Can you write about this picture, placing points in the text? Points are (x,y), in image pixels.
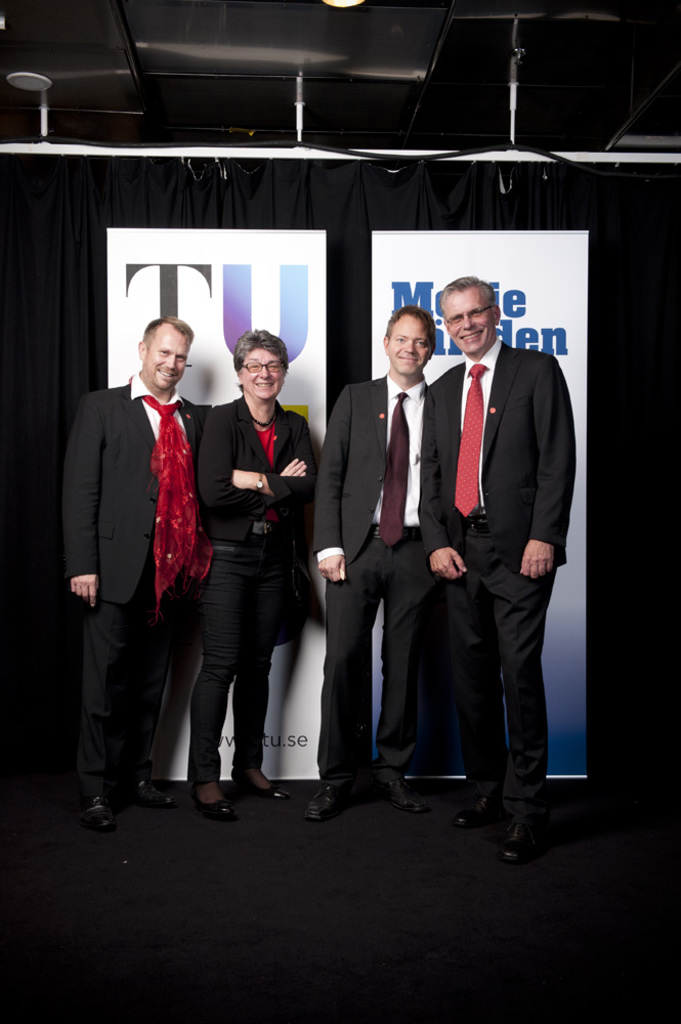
There are four persons (259,581) standing and smiling. Background (254,185) we can see curtain (369,223) and banners (245,245).
